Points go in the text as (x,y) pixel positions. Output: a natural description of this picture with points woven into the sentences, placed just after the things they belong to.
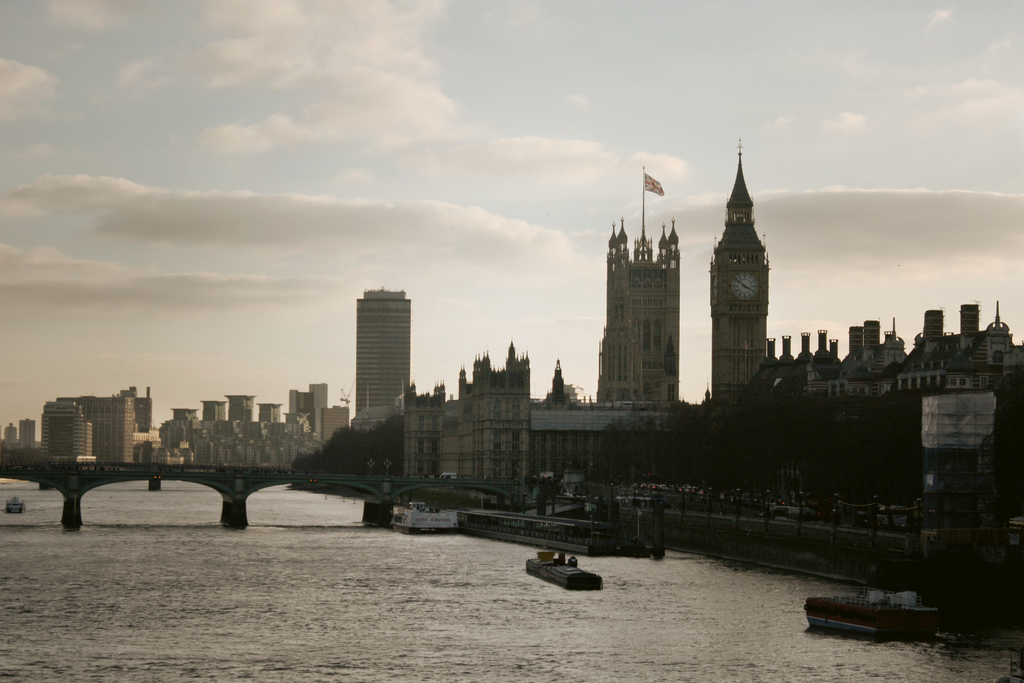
In the image in the center (402,250), we can see the sky (456,172), clouds (25,275), buildings (972,344), trees (712,478), water (974,658), one flag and one bridge (520,483).
